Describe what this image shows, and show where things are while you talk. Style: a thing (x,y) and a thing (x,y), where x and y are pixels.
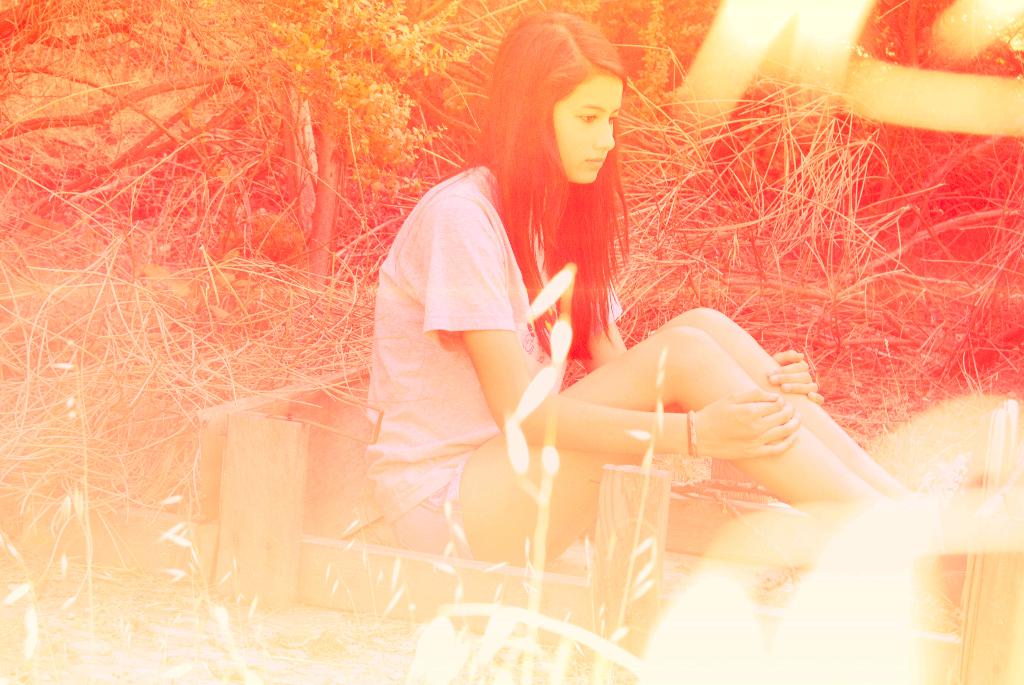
In this image there is a girl (430,399) sitting on the ground (680,558). Around her there are wooden planks (296,511) on the ground (669,565). Behind her there are plants (350,52) and trees (628,56). The image is edited.
